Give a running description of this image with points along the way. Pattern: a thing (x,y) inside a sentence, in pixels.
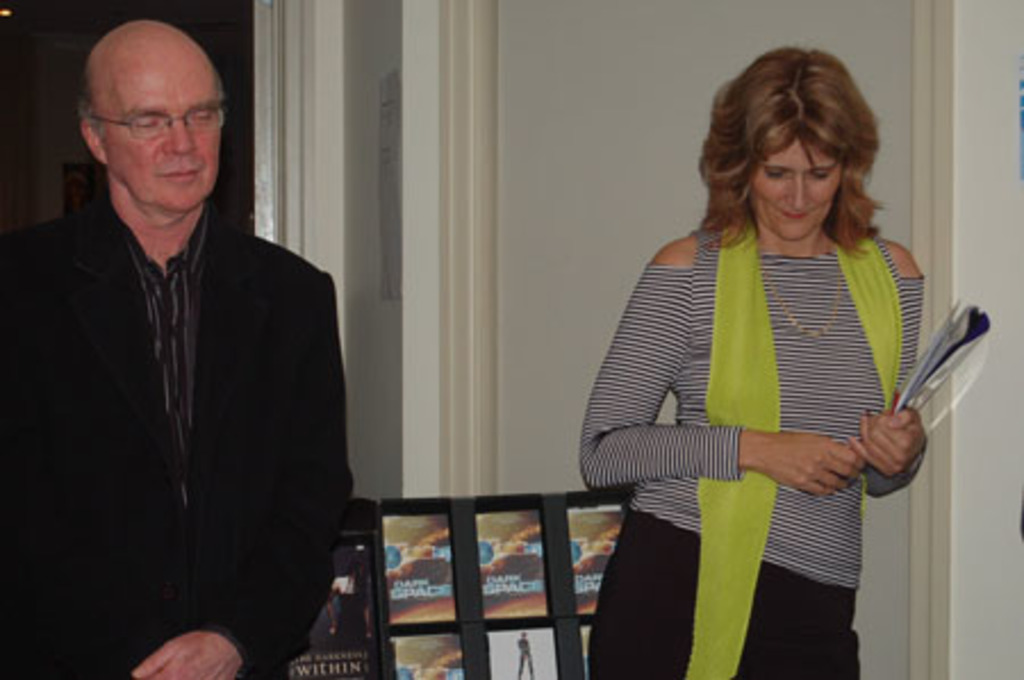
On the left side of this image (178,388) there is a man (175,374) wearing a suit (113,486), standing and closing his eyes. On the right side (759,328) there is a woman (727,396) holding some papers (931,390) in the hand (894,413), looking at the downwards, standing and leaning to the wall (965,227). At the bottom (418,596) there are few posters (457,645) on which I can see some text (486,577). In the background (430,273) there is a wall (430,311).
